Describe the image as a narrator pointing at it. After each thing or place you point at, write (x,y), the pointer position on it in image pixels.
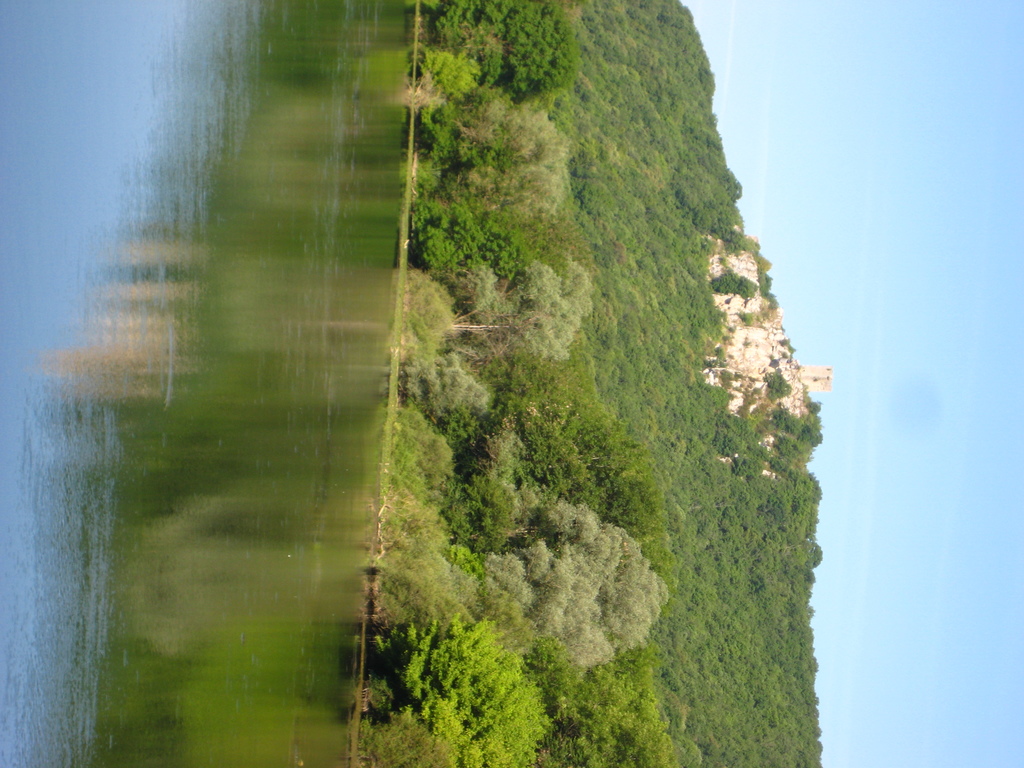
We can see water (317,532), trees (551,18), hill (746,671) and sky (929,340). On the water (165,304) we can see reflection (148,424) of trees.
